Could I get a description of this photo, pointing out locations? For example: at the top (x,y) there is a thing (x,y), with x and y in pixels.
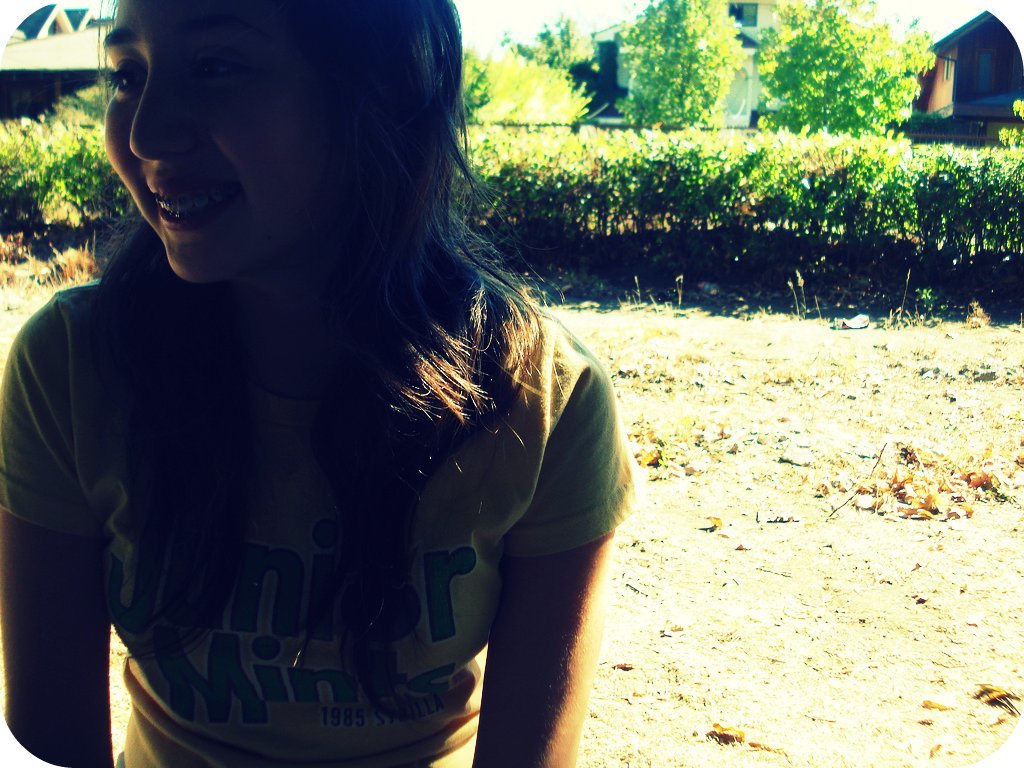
This picture might be taken outside of the city and it is very sunny. In this image, on the left side (203,268), we can see a woman (549,507) sitting. In the background (646,285), we can see some trees (726,68), plants (34,149), houses (1004,88), buildings (976,94). On top there is a sky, at the bottom (821,665) there is a land (894,338) with some stones (930,370) and leaves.
